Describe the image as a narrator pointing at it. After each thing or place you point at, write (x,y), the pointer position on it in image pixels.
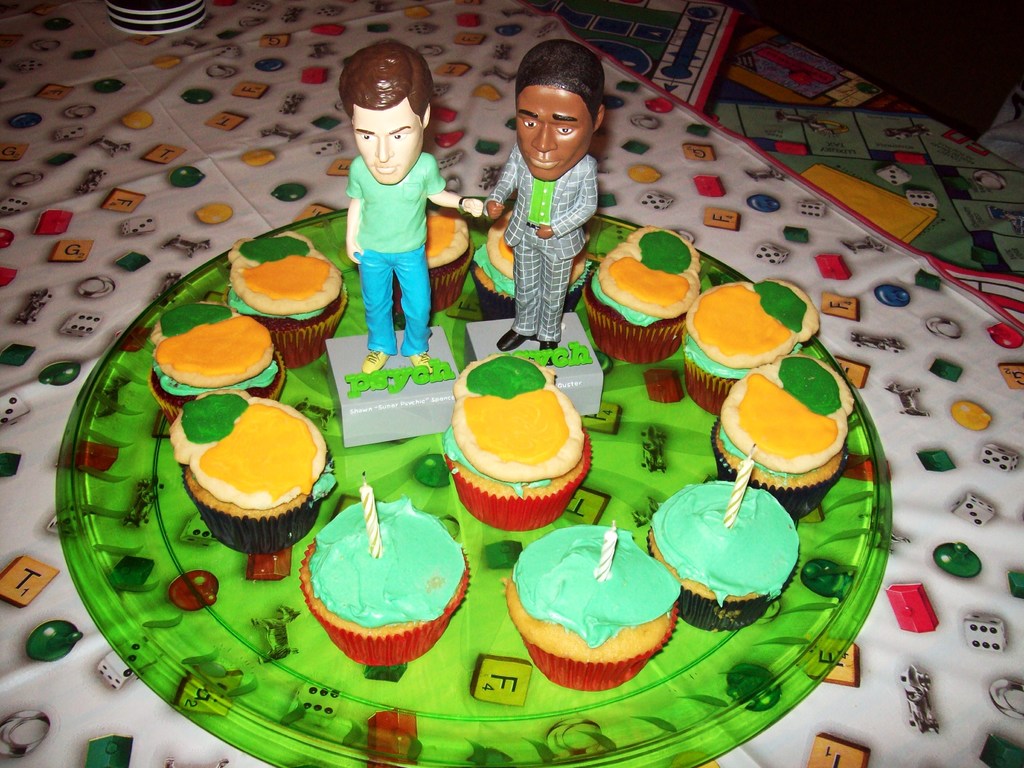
In this picture cupcakes (666,343) placed in the plate (395,677). There are two toys (379,190) placed in between the food (261,359). The plate (477,315) is placed on the table (69,306). These cupcakes (279,464) are in green, yellow, red and brown colors.
